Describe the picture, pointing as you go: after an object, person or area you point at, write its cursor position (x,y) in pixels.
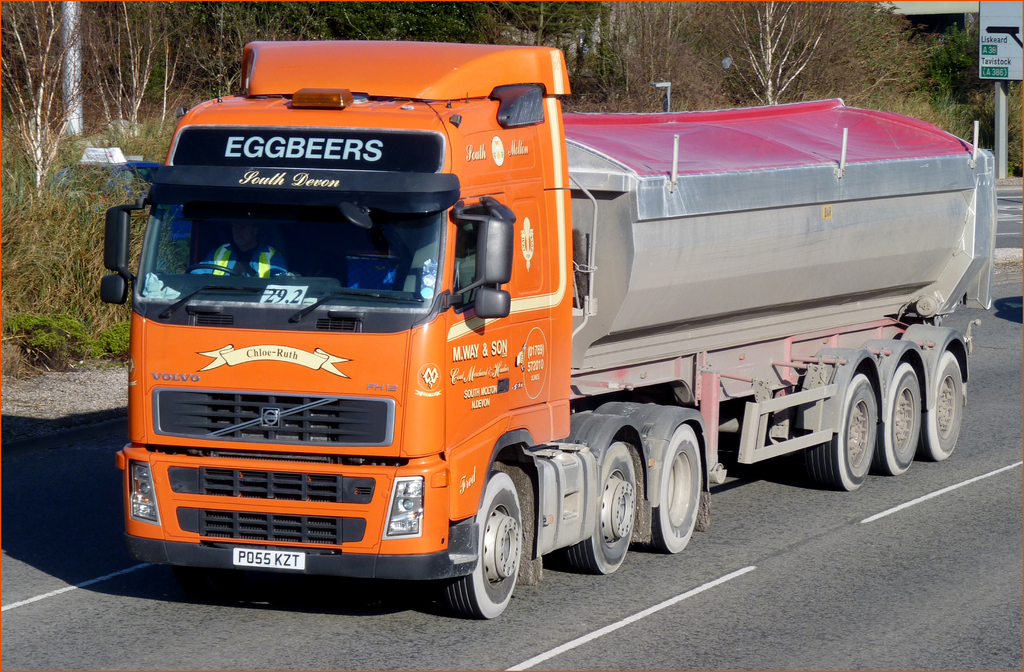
In this picture there is a truck (465,389) on the road (764,537) and there is a man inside the truck (259,233) and there is text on the truck (177,337). At the back (120,110) there are trees (842,10) and there are poles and there is a board (1001,42) on the pole (1004,166) and there is text (981,51) on the board (1017,1) and there is a car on the road (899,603). At the bottom (959,638) there is a road (848,597).
